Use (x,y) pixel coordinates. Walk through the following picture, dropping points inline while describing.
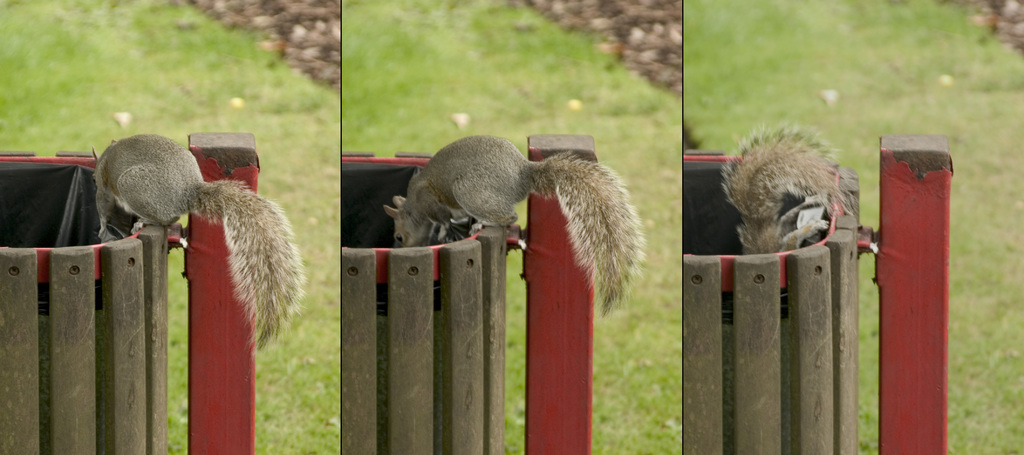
In the image there is a squirrel (215,193) standing on a wooden dustbin (65,389) and staring inside, behind it, it's a grassland (402,131), this is a photo grid image.
